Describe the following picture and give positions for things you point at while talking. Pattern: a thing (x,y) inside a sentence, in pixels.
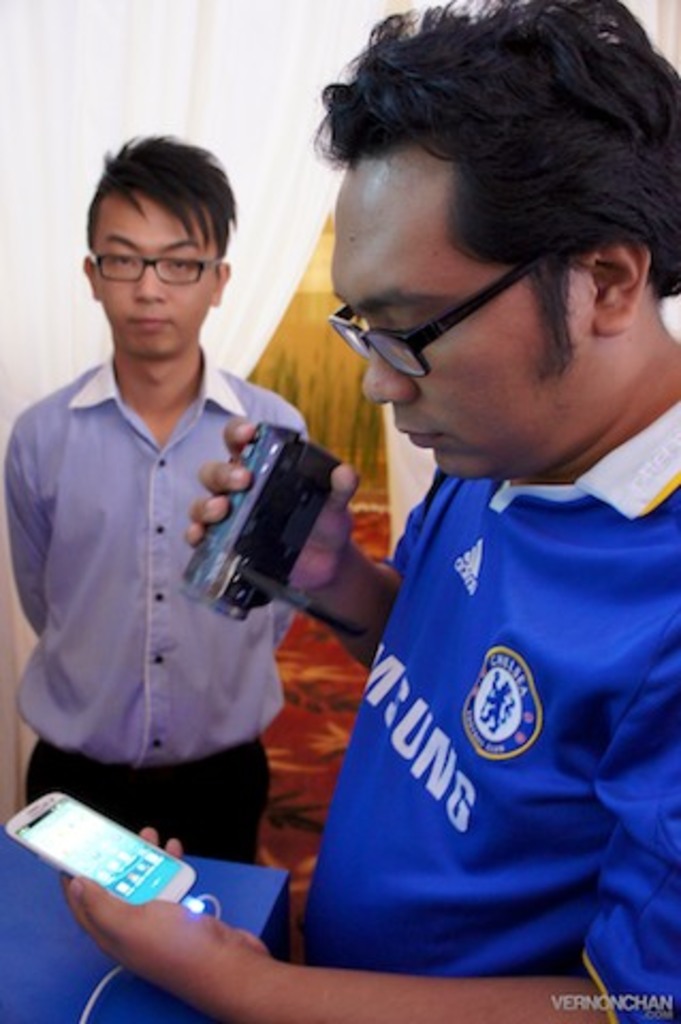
This picture shows a man (326,502) standing and holding a camera (221,611) and a mobile (66,837) in his hands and we see a man (67,630) standing on the side.
